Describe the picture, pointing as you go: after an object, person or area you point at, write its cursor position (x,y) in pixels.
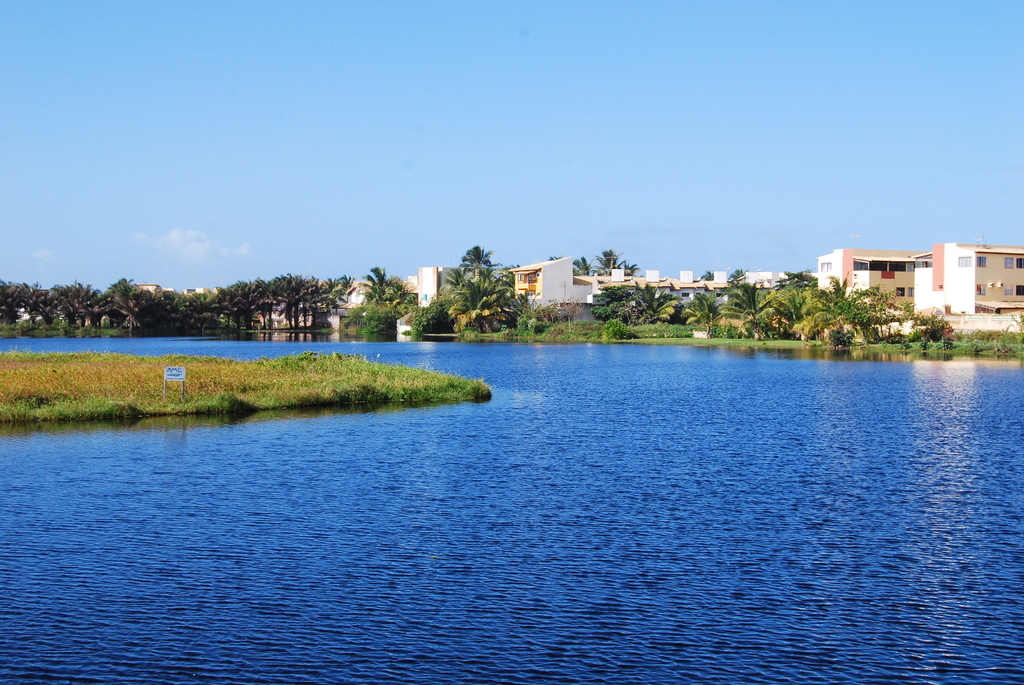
In this image we can see many trees (707,300) and also some buildings (689,285). We can also see the grass (279,371), a sign board (174,374) and also the water (594,397). At the top (362,138) there is sky (667,116).
